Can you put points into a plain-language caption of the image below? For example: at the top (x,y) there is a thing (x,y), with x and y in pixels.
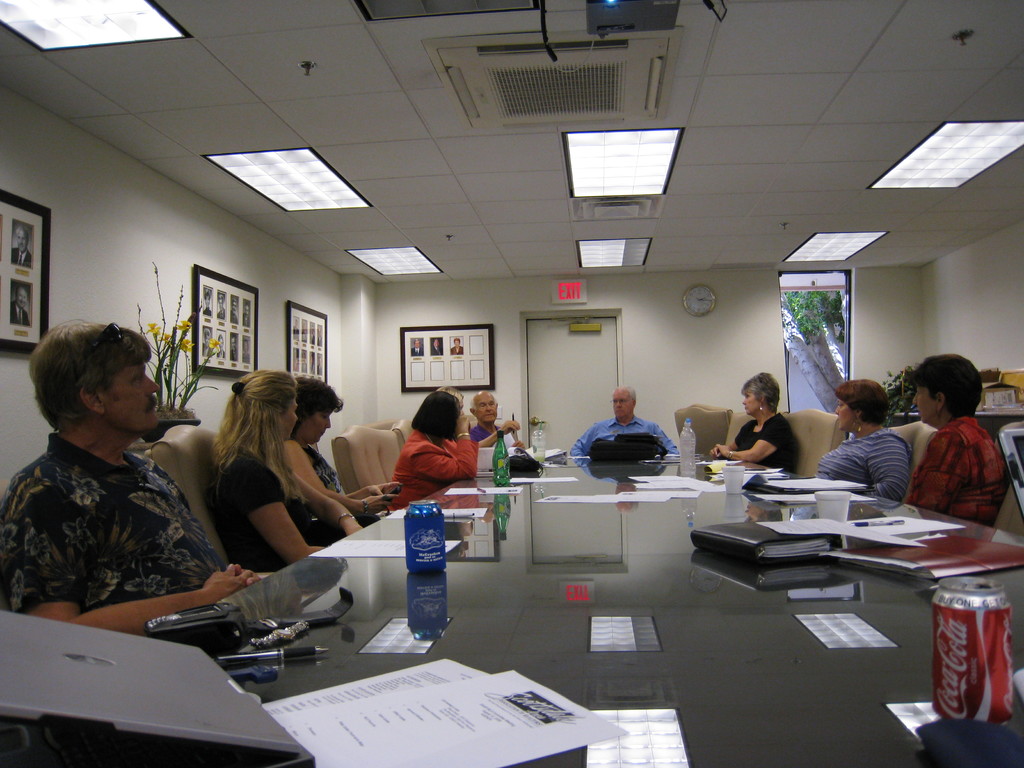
As we can see in the image, there are group of people (420,469) sitting on chairs (372,452) and there is a table (583,485) over here. On table (682,664) there are papers (493,708), books (788,534), glasses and there is a white color wall (695,376). On wall (694,324) there is a clock (697,304) and four photo frames (31,305).
